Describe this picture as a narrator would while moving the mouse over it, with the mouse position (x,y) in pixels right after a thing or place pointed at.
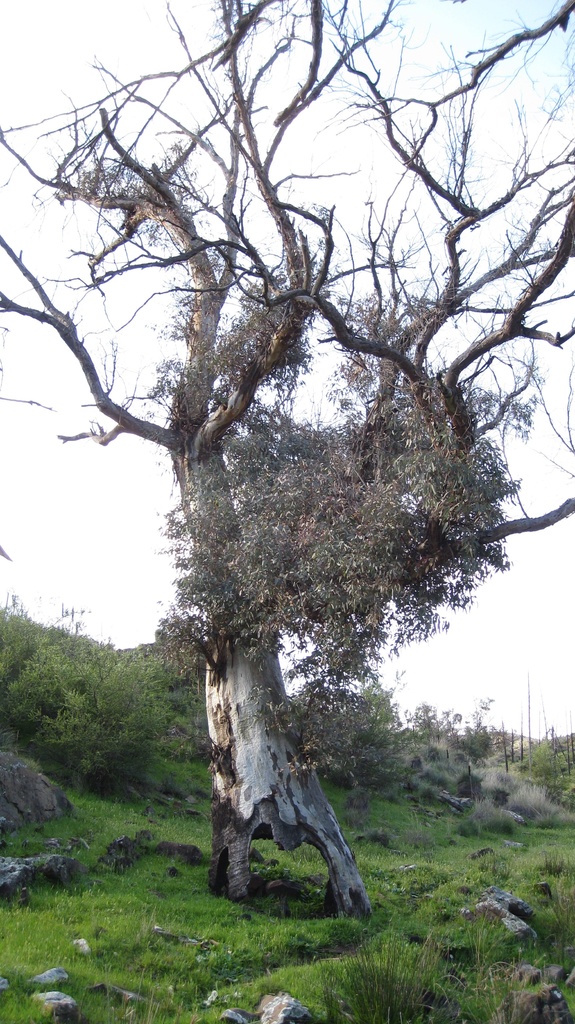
In the center of the image (252,681) we can see a tree (283,560). In the foreground (303,1009) we can see grass (379,992) and rocks (279,1009). In the background (456,744), we can see some plants (95,681) and the sky (96,530).
